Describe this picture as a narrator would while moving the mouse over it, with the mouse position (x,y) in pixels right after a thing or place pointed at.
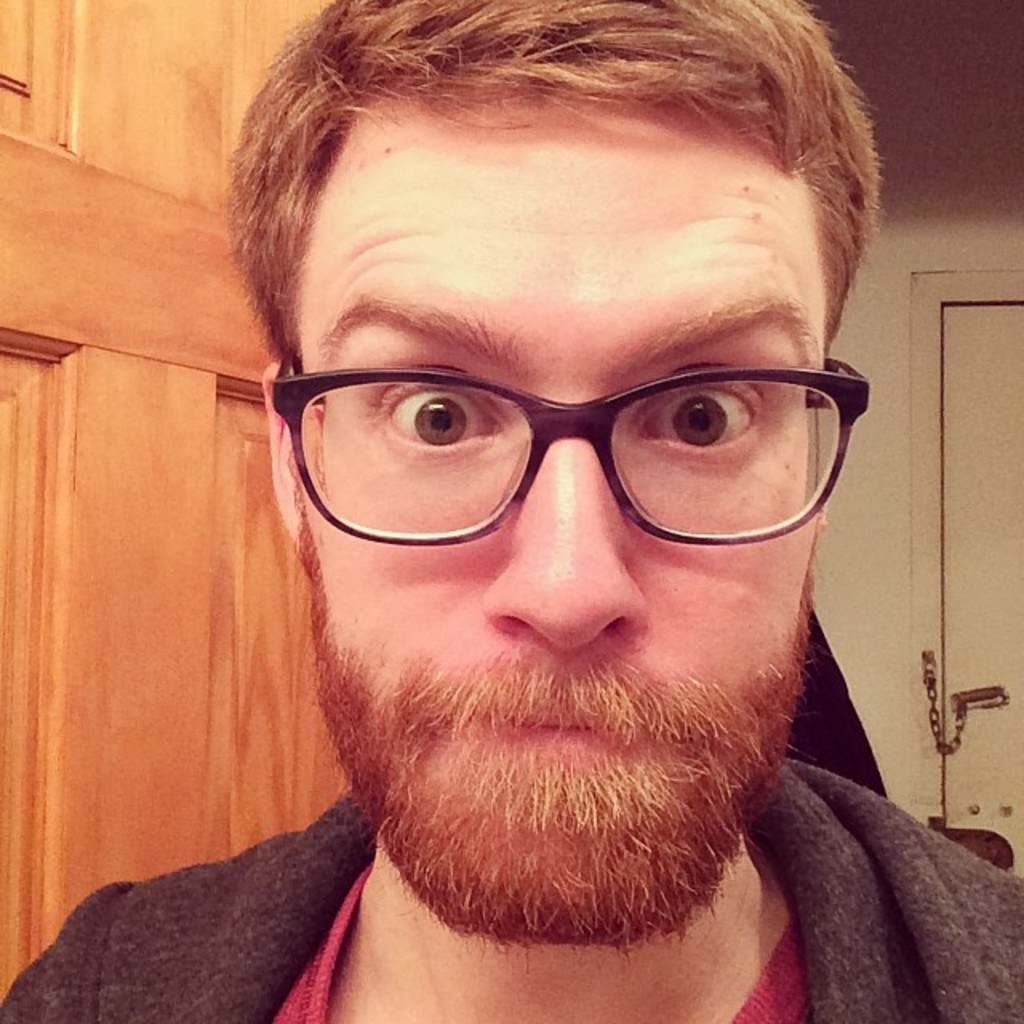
A person (480,856) is wearing clothes (866,931) and glasses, this is door (157,477).
